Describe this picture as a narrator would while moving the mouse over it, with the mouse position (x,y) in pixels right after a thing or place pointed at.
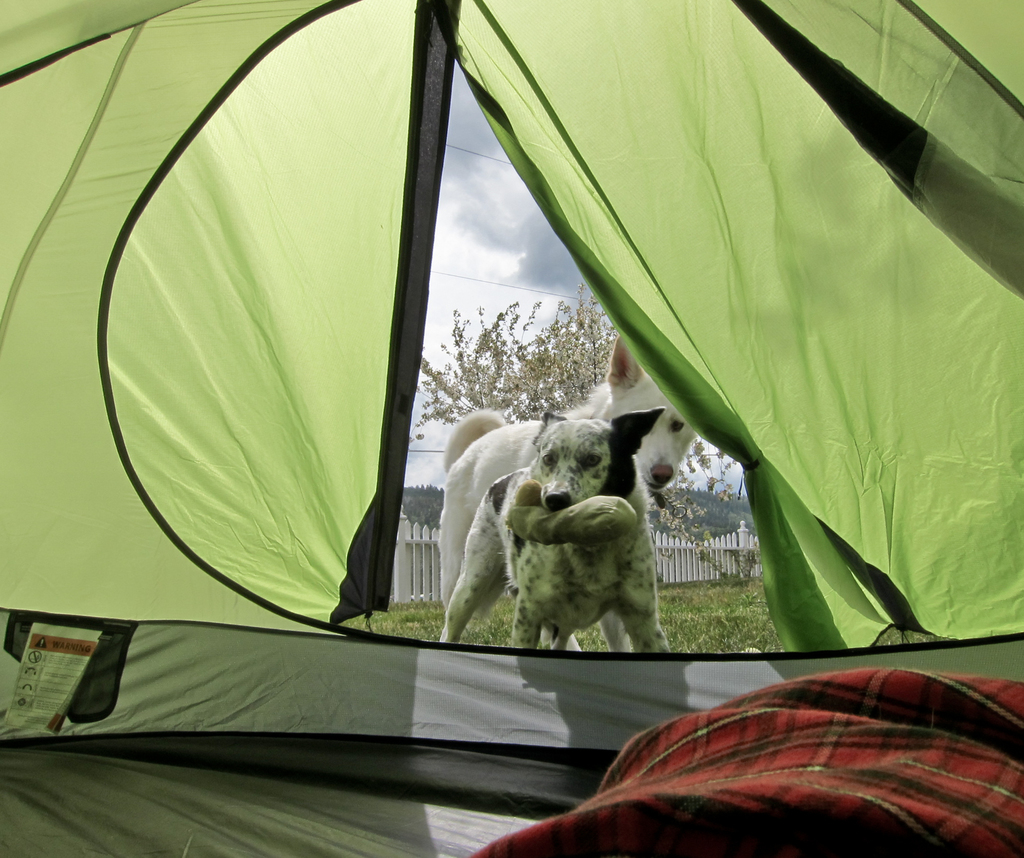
In this image I can see in the middle (492,477) there are two dogs (570,463), it looks like a tent (911,652). At the back side (514,371) there are trees (492,355), at the top (487,276) it is the sky (480,265).
